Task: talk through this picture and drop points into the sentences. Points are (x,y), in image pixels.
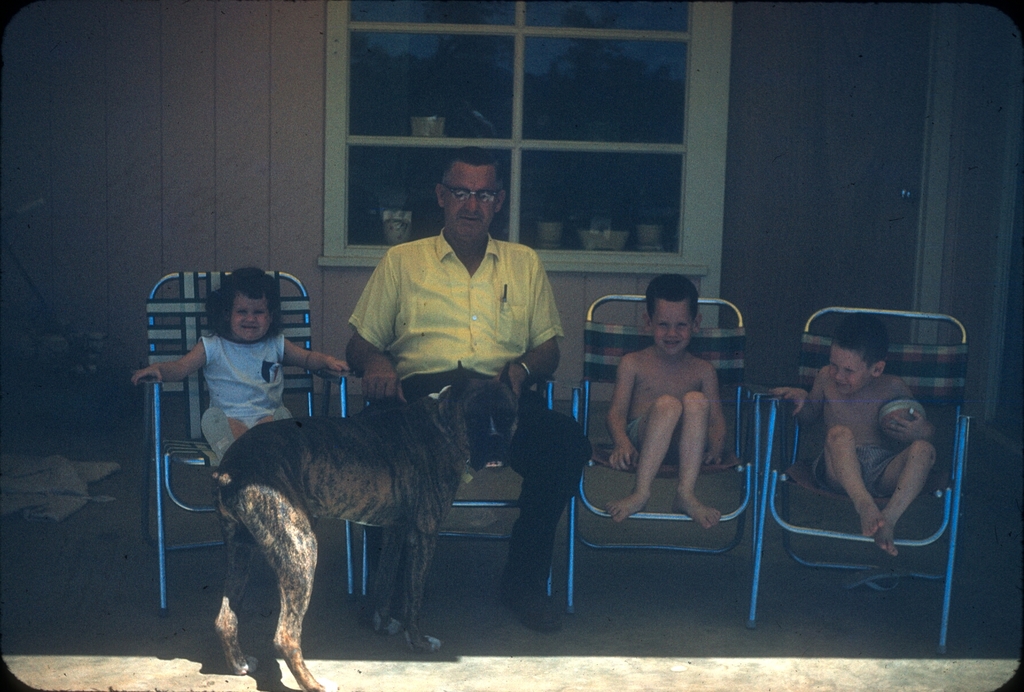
In this picture we can a man (385,275) and three children (227,328) sitting on the chairs (584,394) and in front (398,415) them there is a dog (367,431) and behind them there is a window (582,153) on which some things (401,230) are placed.
